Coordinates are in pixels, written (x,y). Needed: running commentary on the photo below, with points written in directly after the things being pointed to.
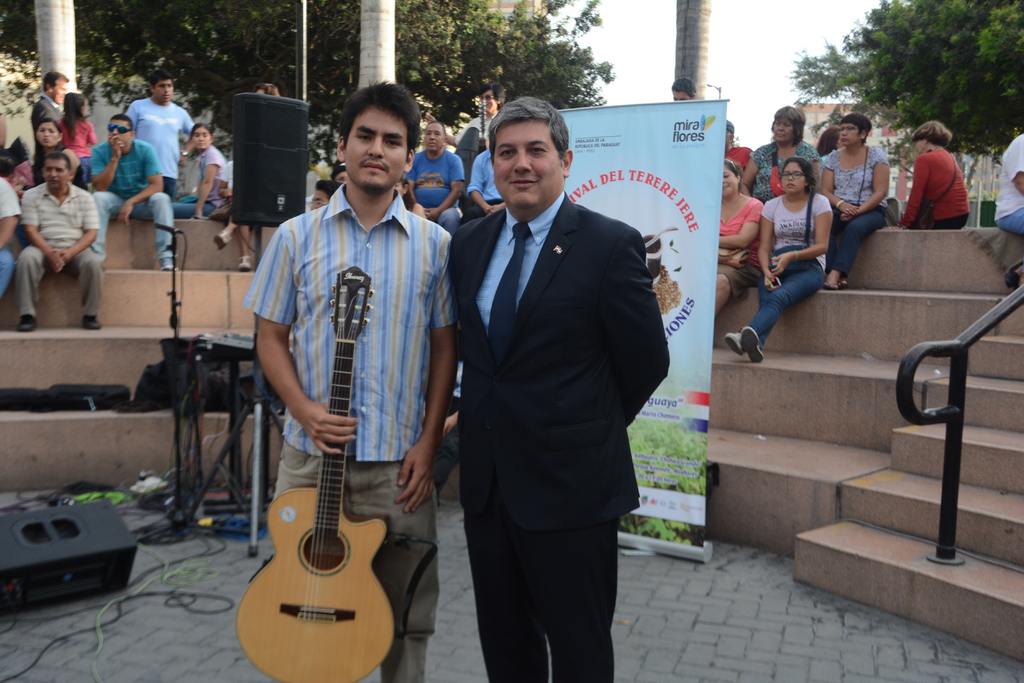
It looks like a fest in the college, there are two people (438,313) standing the person (398,377) who is standing left side (324,431) is holding a guitar (311,591) in his hand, the person (485,240) who is right side wearing blue color blazer (599,240) he is smiling, behind them there is a flex (658,139), left side (284,131) to them there are speakers (245,166), in the background (111,338) there are steps (127,272) and people (48,247) sitting on the steps (118,369), trees (896,85), sky (755,37) and a pole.
